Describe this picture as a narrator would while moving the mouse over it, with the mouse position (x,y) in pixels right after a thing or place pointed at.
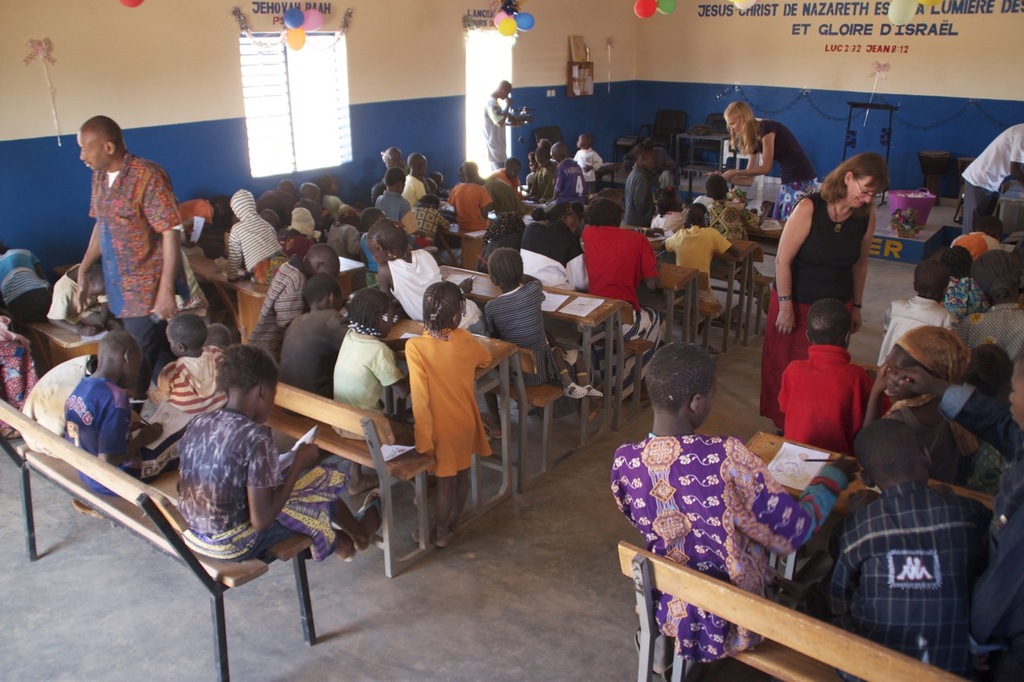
There are children (295,250) those who are sitting on the benches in the foreground area of the image (275,390) and other people (822,260), it seems like they are guiding children (445,356). There are chairs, door (488,55), window (316,59), table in the background area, there are balloons (761,2) and text (765,6) at the top side (879,14).
